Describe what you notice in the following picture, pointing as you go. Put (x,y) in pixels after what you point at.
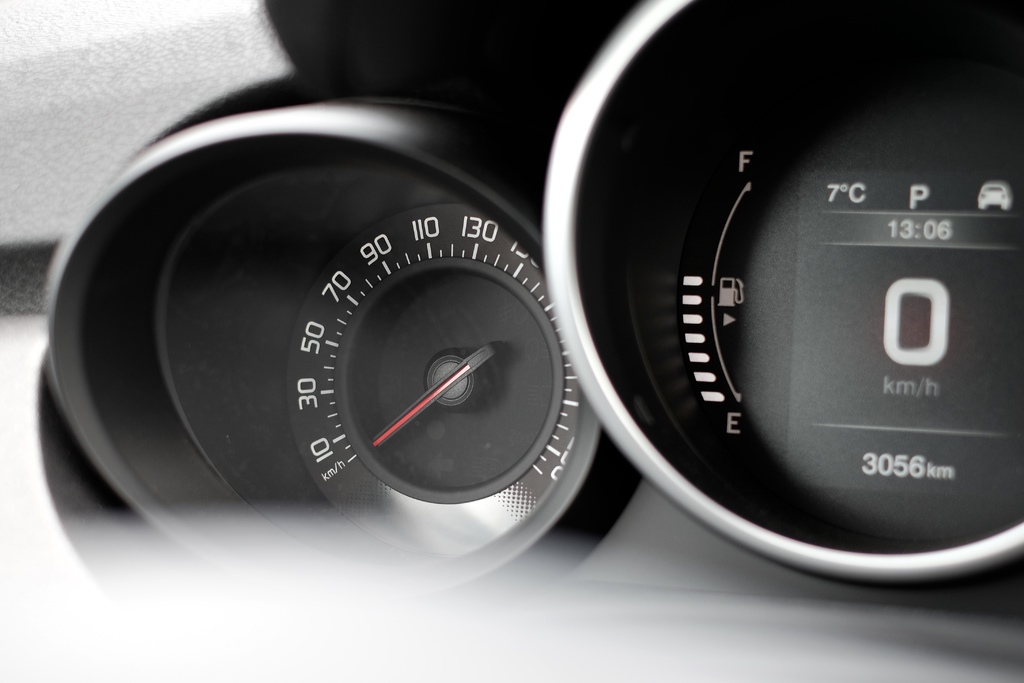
In this image, we can see the speedometer (426,477). We can also see the background (15,219) and the image is blurred at the bottom (320,575).
